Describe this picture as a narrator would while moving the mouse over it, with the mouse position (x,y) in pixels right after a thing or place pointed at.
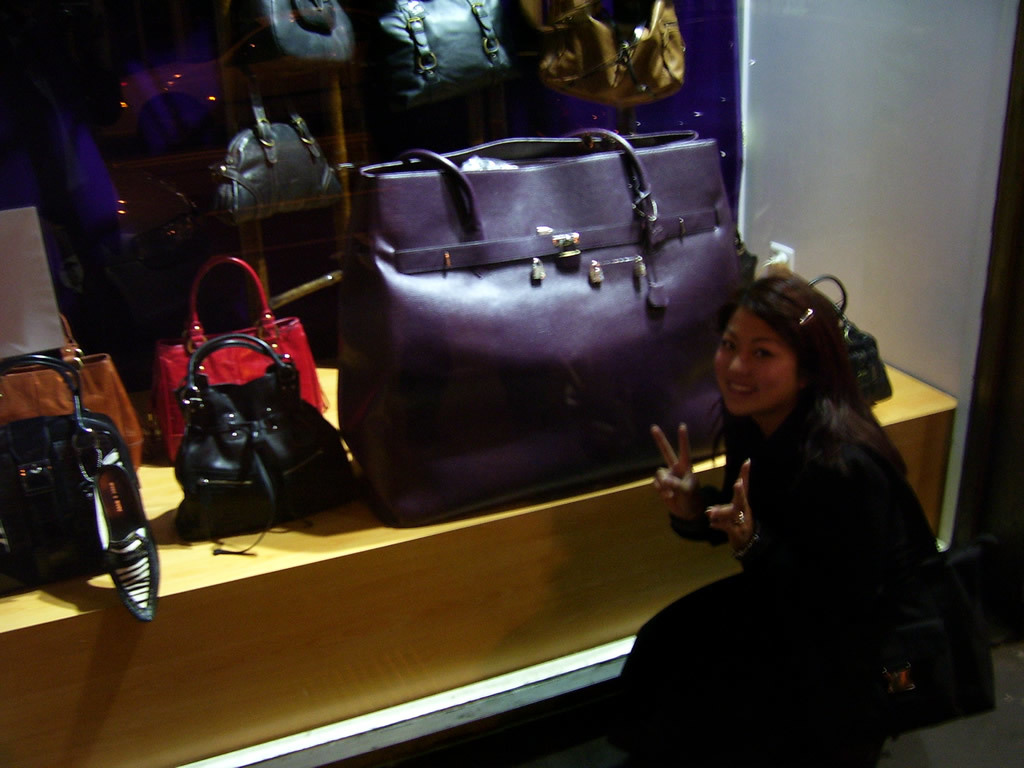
In this image we can see a lady (756,506) with a bag (926,616). Also we can see a platform (330,526) with bags (378,287). And we can see a stand (338,111) with bags (493,50).
